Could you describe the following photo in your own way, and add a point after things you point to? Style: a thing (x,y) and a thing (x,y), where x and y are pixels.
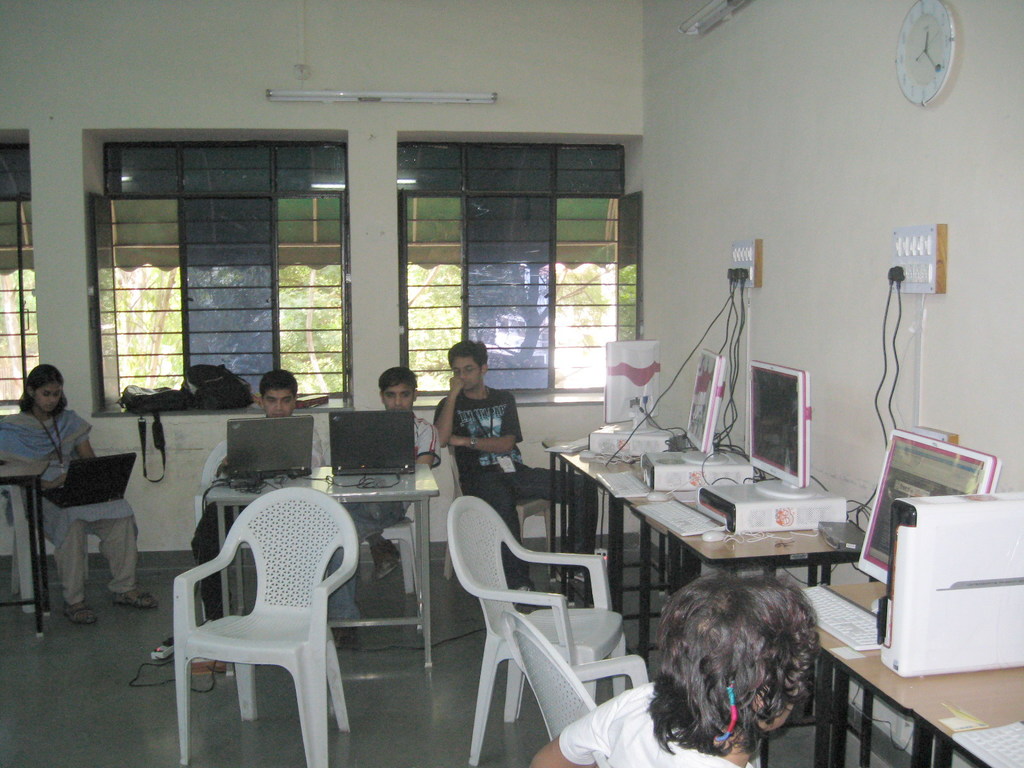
In this picture we can see some persons (403,516) sitting on the chairs (470,590). This is the table (415,487). On the table (385,476) there are laptops (364,430). Here we can see some electronic devices (870,558). This is the wall (844,187). And these are the windows (220,256). Here we can see a light (440,95). And this is the floor (101,711).
